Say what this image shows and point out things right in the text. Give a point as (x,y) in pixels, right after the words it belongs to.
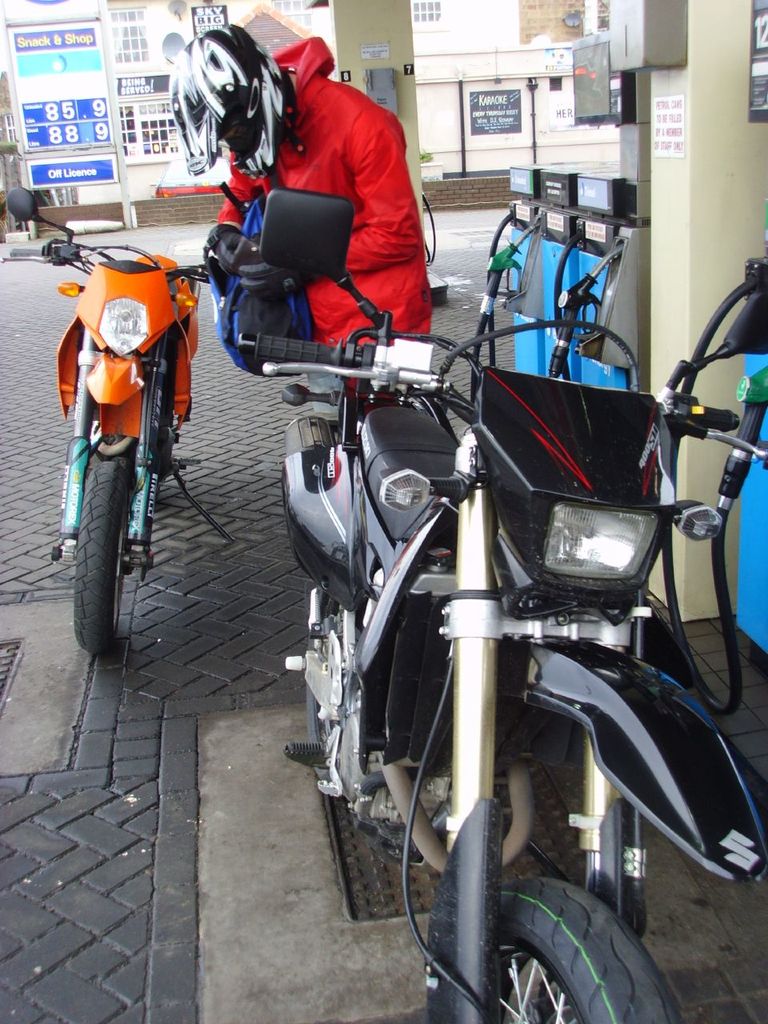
In this image there are two bikes (439,638) in the petrol bunk (662,282), there is a person (296,167) holding bag (300,292) and wearing helmet (277,117) beside the bike (183,299), there is a board (76,107), few posters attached to the walls (658,204) of the petrol bunk (651,197) and a building (432,132).
